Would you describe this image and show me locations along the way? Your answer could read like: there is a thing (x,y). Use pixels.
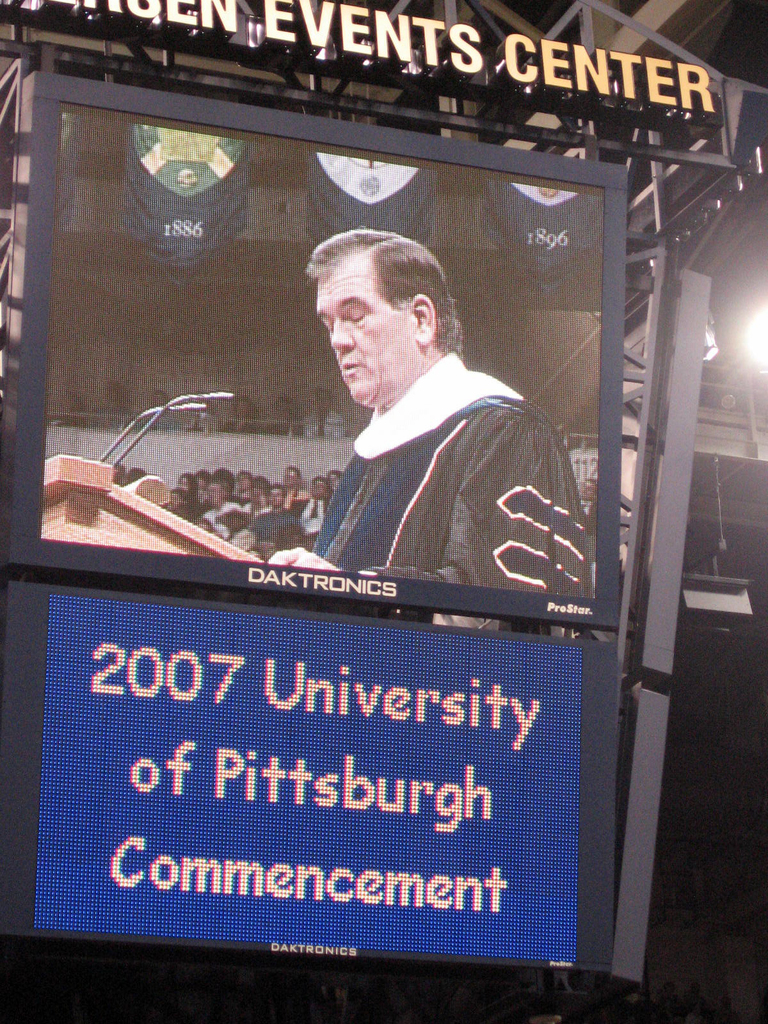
In this image we can see a LED screen (430,596) on which there is some video (221,492) displaying in which there is a person (472,447) standing behind wooden podium (52,501) and there are microphones (125,456) on it and in the background of the image (239,483) there are some persons (262,497) and there are some words (333,802) displaying on screen (366,801).
